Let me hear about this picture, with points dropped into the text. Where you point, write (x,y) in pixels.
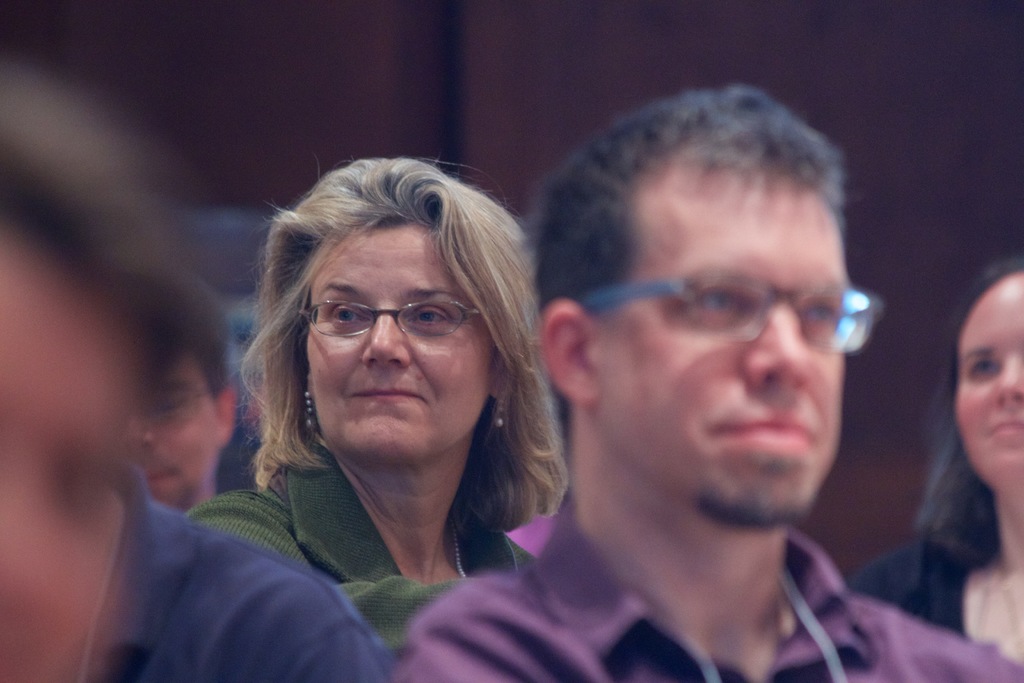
In this image we can see some people (442,376) and among them few people (364,178) wearing spectacles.
